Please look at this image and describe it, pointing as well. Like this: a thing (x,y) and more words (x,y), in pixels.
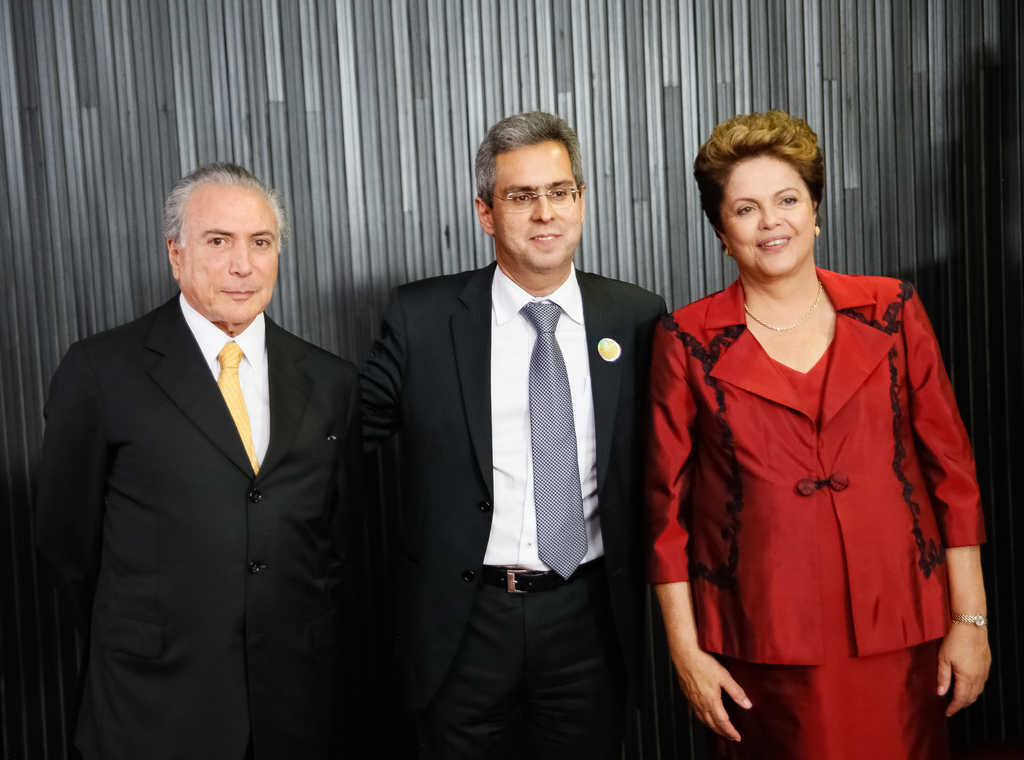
In this image in the foreground (514,363) there are two men (588,377) and one woman (797,388) standing, and in the background (812,68) there are some pole like objects (110,170).
